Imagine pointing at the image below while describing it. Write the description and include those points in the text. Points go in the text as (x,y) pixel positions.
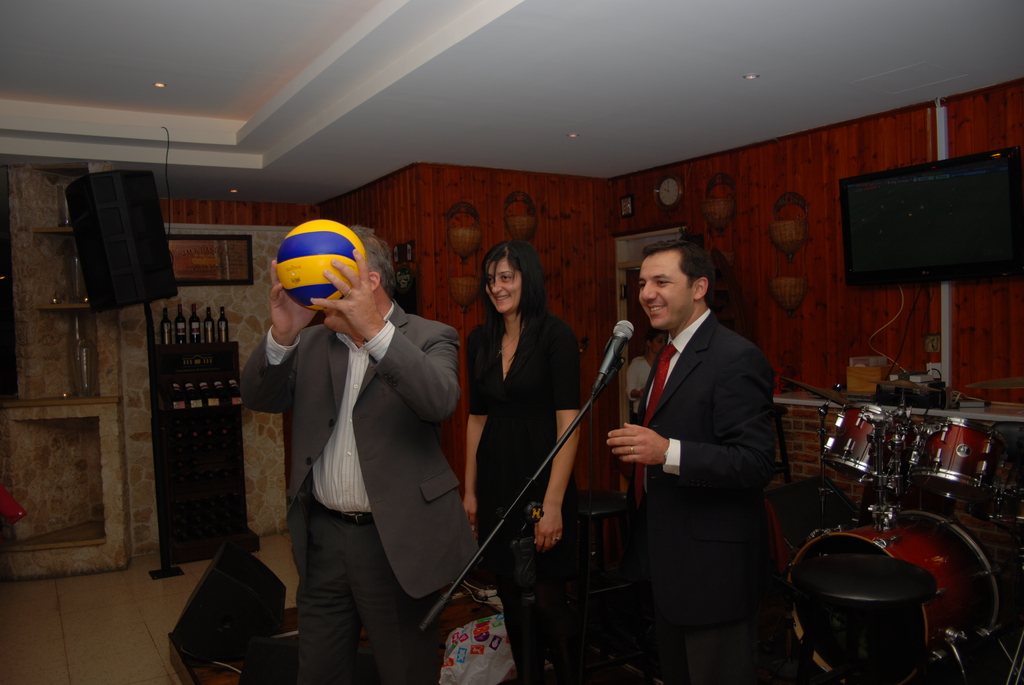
Here we can see three persons (687,419). He is talking on the mike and he is holding a ball (332,296) with his hands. This is floor (77,637) and there are musical instruments (827,645), rack (193,497), speakers (229,562), bottles (165,317), and a frame (198,270). In the background (380,203) we can see a wall (827,315), clock (666,197), lights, and a screen (877,223).
